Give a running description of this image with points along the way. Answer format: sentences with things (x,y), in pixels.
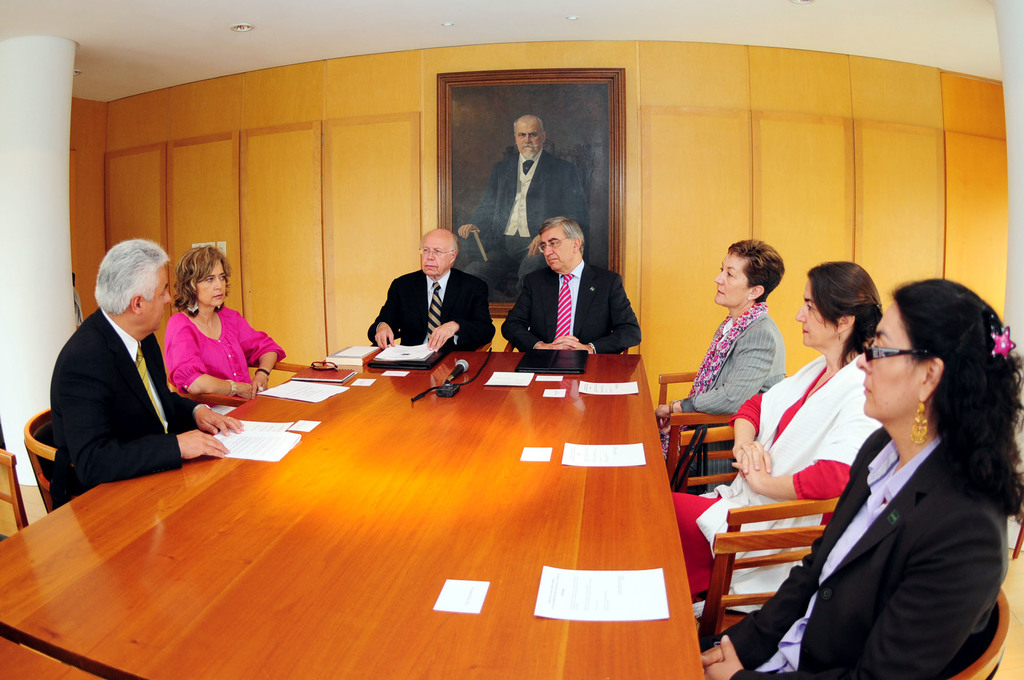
In this image, there are some persons (193,347) wearing colorful clothes (736,416) and sitting in a chair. There is a table (414,484) in front of this person's (241,335). This table (415,476) contains file (541,365), mic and some papers (273,448). This person (890,415) wearing spectacles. This person (757,376) wearing a scarf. There is a photo frame (499,123) attached to the wall (655,174). There is a pillar (37,151) behind this person (107,374).
